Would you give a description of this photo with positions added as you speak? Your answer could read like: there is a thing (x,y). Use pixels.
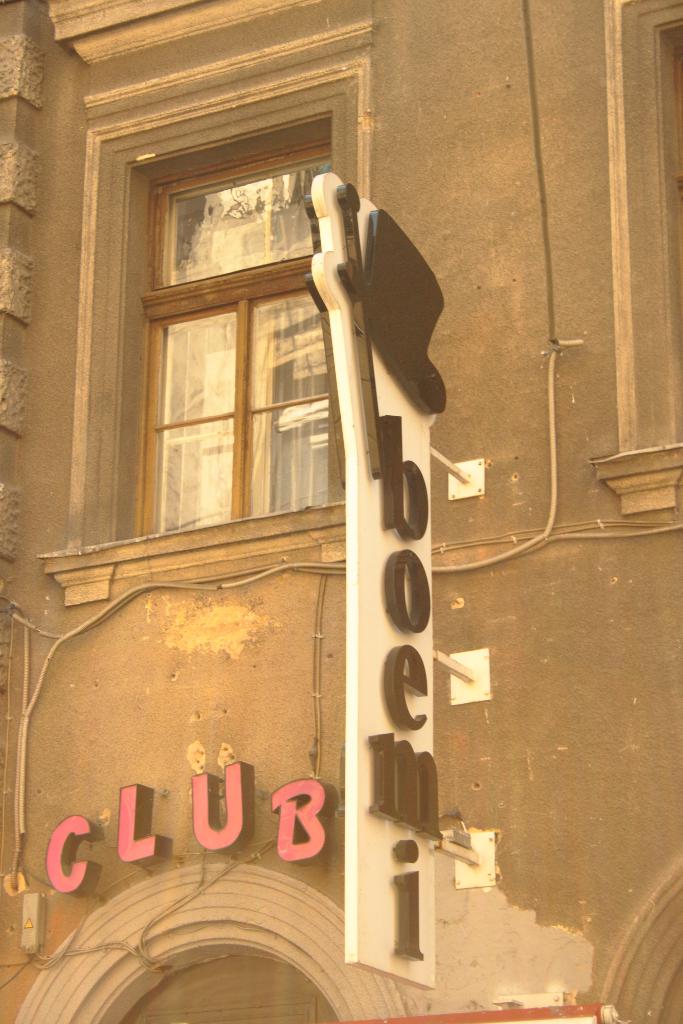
In this picture we can observe a building (519,284) and a window (211,335). There is a white color board (373,681) fixed to this wall (449,607) on which we can observe brown color letters (384,680). There are four pink color letters (131,798) fixed to this wall (170,741).
